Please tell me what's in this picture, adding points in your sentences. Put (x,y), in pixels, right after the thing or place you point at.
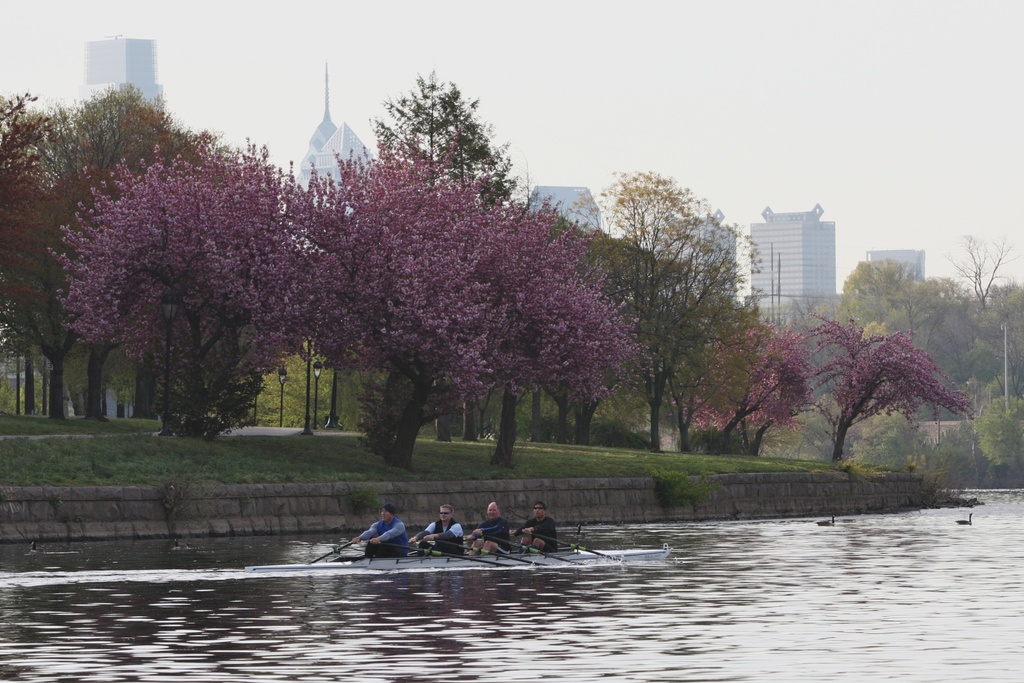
In this image I can see people (462,535) riding a boat (543,563) on the water (590,526). There are trees (925,359), light poles (308,405) and buildings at the back (373,208). There is sky (914,73) at the top (740,155).
